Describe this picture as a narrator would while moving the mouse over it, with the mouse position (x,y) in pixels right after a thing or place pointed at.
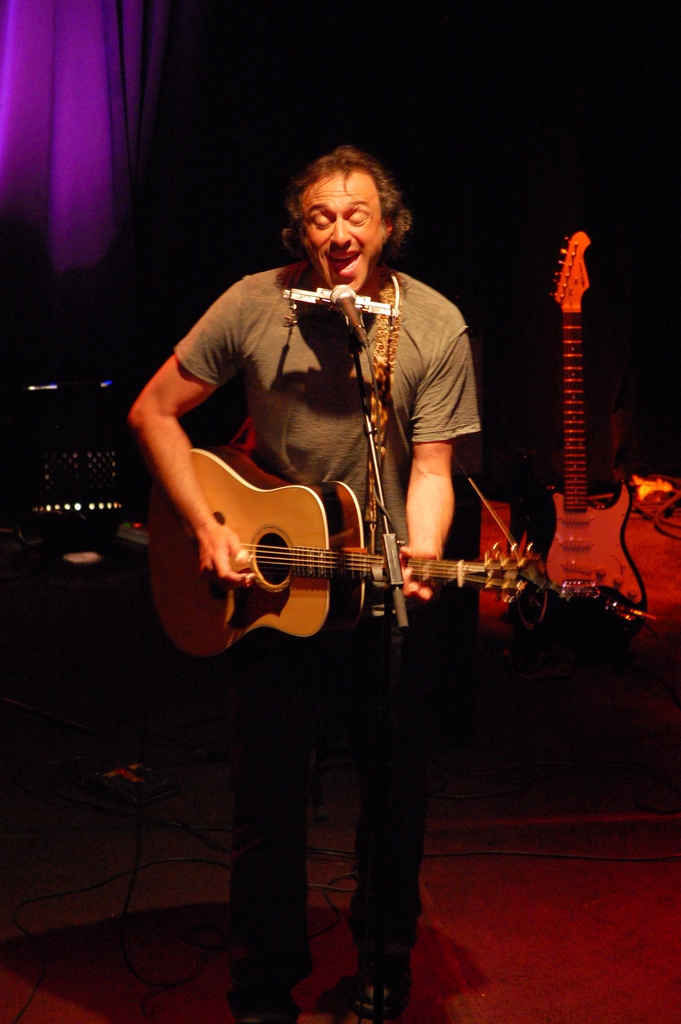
In this picture we can see a man (367,293) who is standing in front of mike (351,313). He is playing guitar (354,518). This is the floor (567,956). On the background (108,160) we can see a cloth (108,148).
